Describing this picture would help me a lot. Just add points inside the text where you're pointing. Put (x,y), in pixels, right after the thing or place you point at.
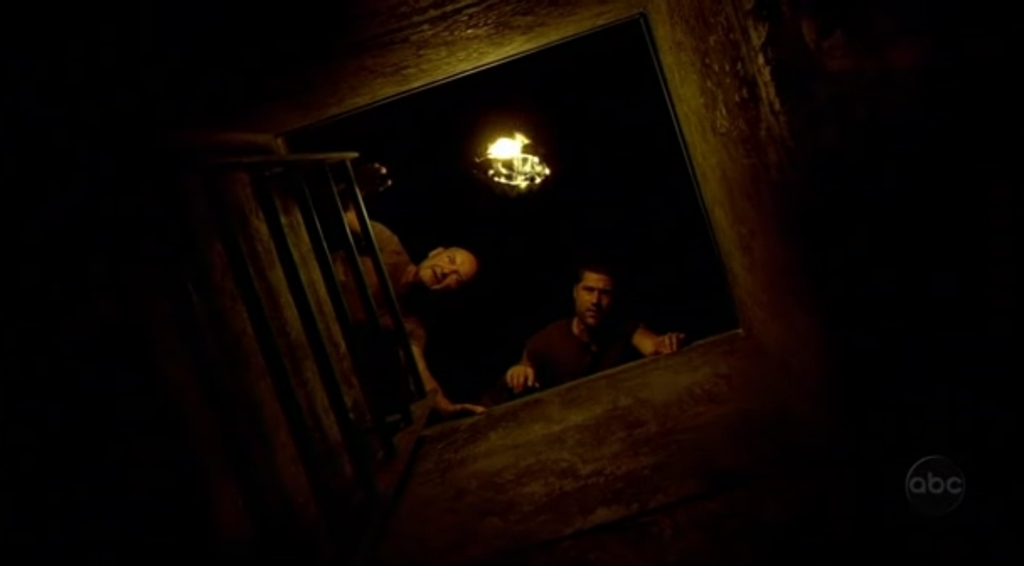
In this picture I can see a tank (373,531) and a ladder (320,314) and I can see couple of men (538,345) and a light (530,169).
